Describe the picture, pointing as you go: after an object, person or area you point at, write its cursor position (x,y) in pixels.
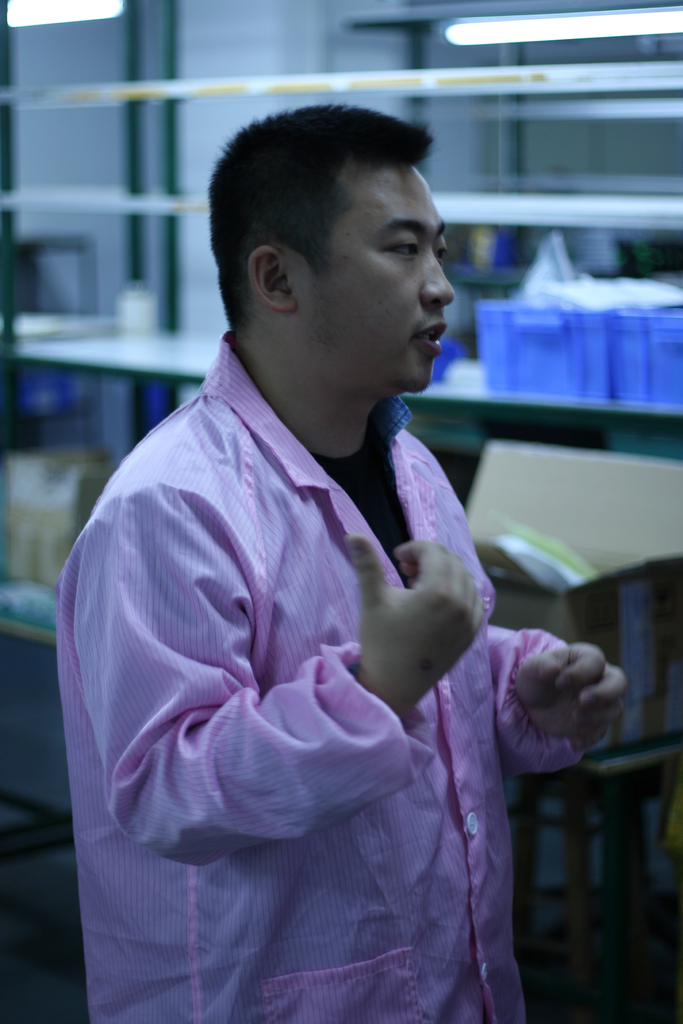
In this image is a man (369,393) standing towards the bottom of the image (358,734), he is wearing a shirt (412,501), there are shelves (345,88), there are objects (581,320) on the shelves (142,193), there is a wall (157,151), there are lights (504,23) towards the top of the image (514,37).
